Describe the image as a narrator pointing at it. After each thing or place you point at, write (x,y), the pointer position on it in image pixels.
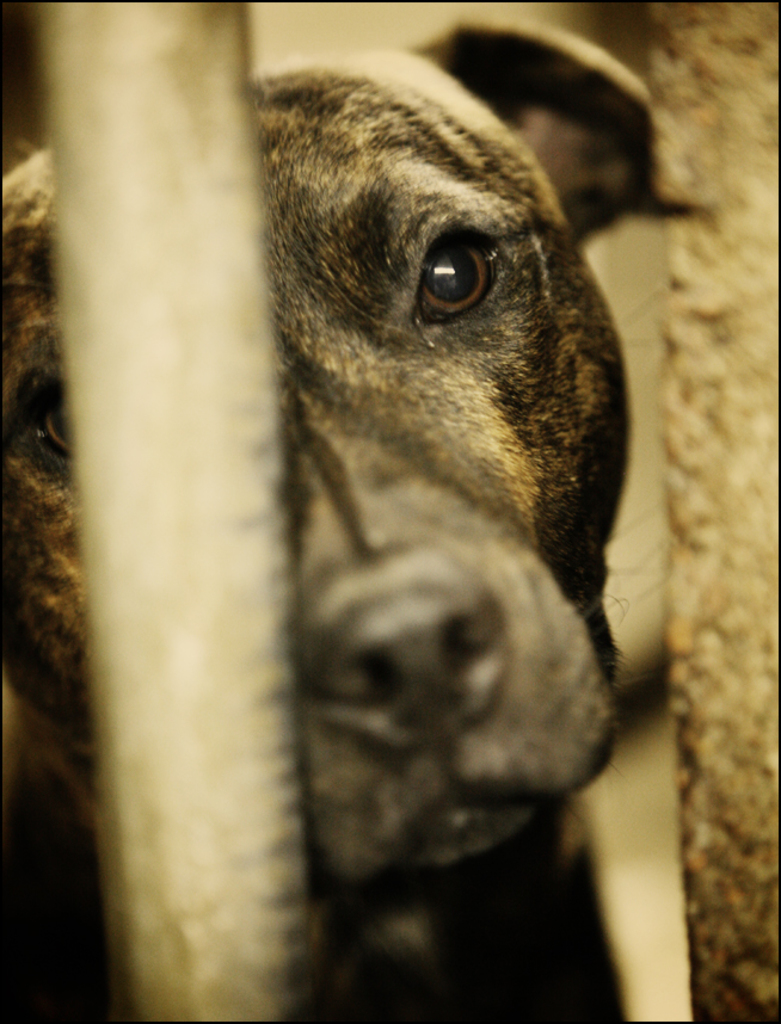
In this image there is a dog (366,770), in front of the dog (460,679) there is some object (127,206).
